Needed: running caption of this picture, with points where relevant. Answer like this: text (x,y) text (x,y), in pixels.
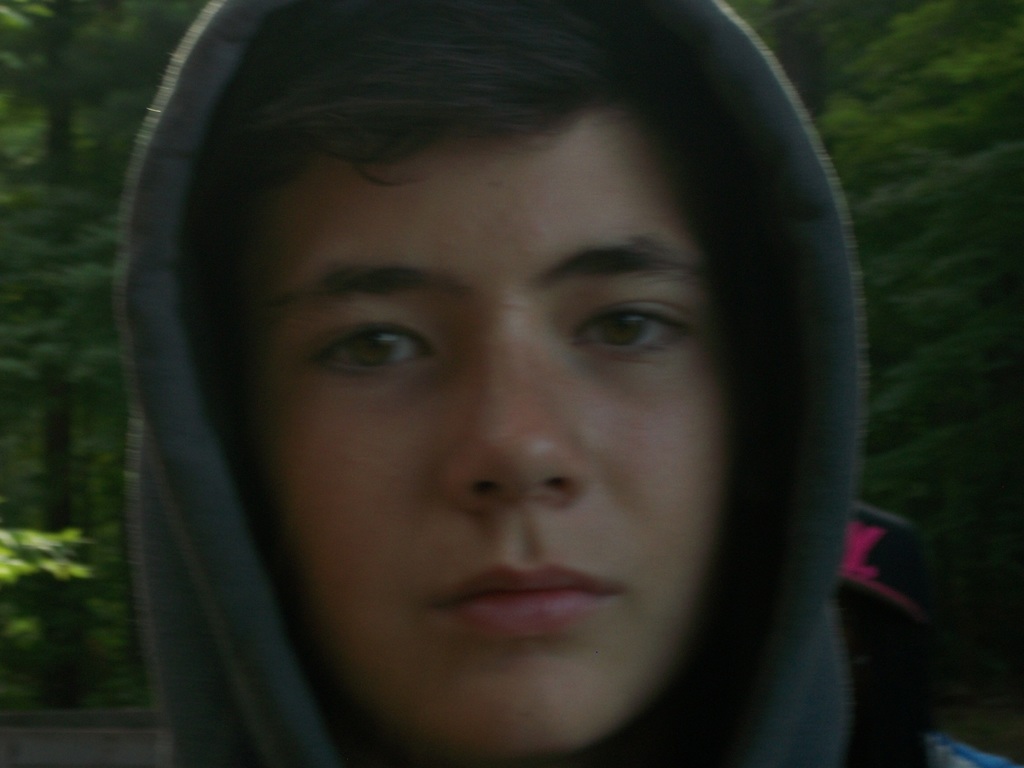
In this picture I can see there is a person (211,71) standing here and wearing a hoodie (325,747) and there are trees (96,256) and plants (982,374) in the backdrop (1010,180).
